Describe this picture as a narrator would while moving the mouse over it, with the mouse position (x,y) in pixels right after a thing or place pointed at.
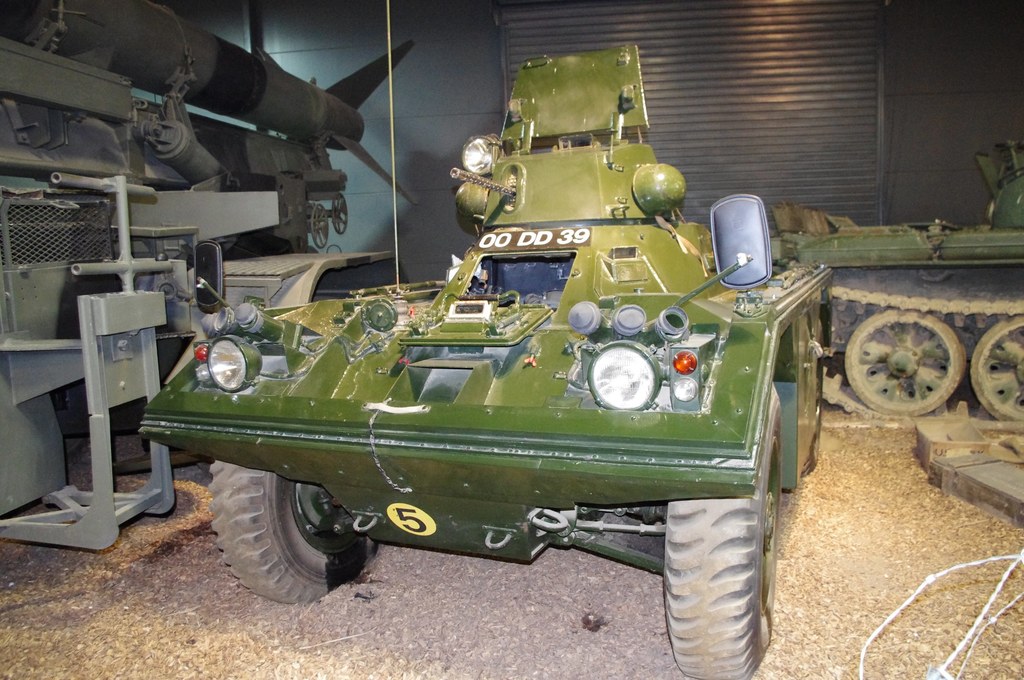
In this picture we can see a vehicle (736,428) on the ground (916,507) and in the background (698,46) we can see a shutter (684,86), wall (397,37), wheels (314,234).
